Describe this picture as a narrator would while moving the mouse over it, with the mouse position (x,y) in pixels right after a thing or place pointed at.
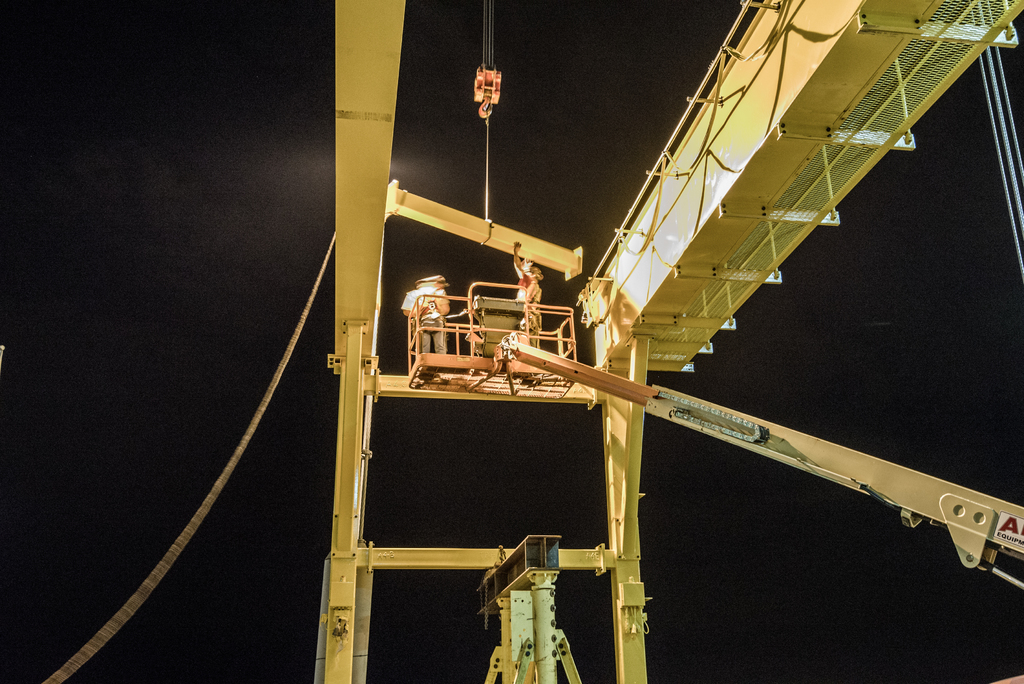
In this image we can see a crane (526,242), there are some people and metal rods (629,659), also we can see the background (397,458) is dark.
